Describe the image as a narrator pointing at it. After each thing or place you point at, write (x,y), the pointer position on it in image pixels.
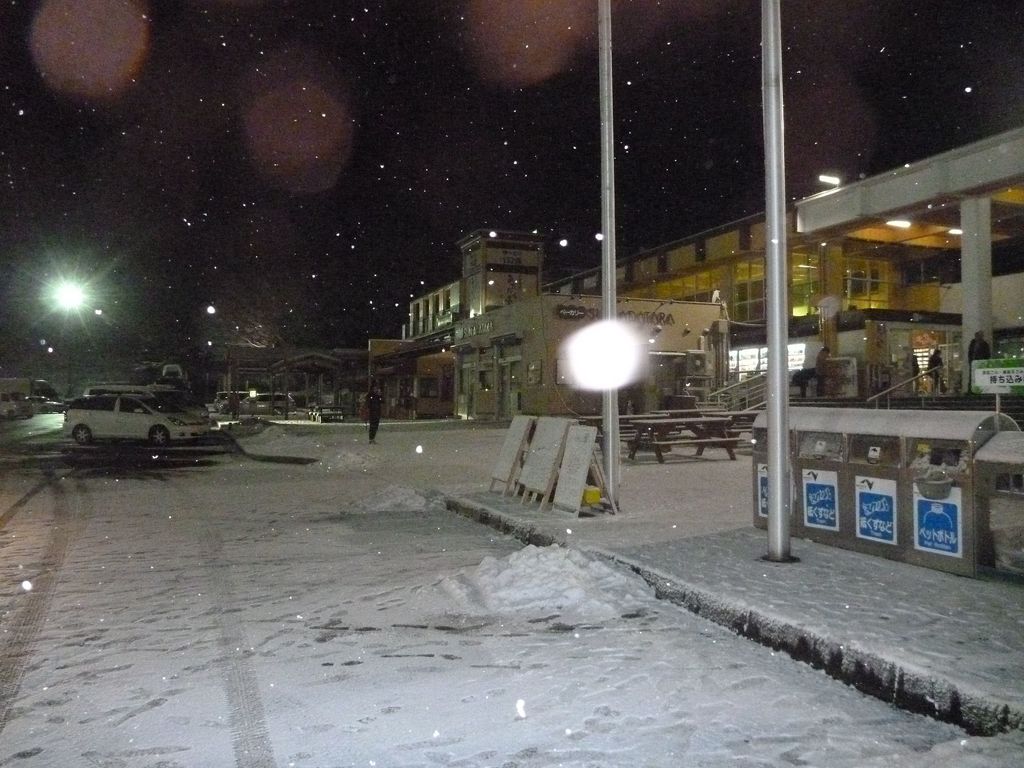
In this image, we can see buildings (730,322), poles (778,221), stairs (752,389), benches (633,418), boards (578,456), dustbins (913,461) and some vehicles (110,391) and people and there are lights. At the bottom (353,616), there is snow (261,485).
